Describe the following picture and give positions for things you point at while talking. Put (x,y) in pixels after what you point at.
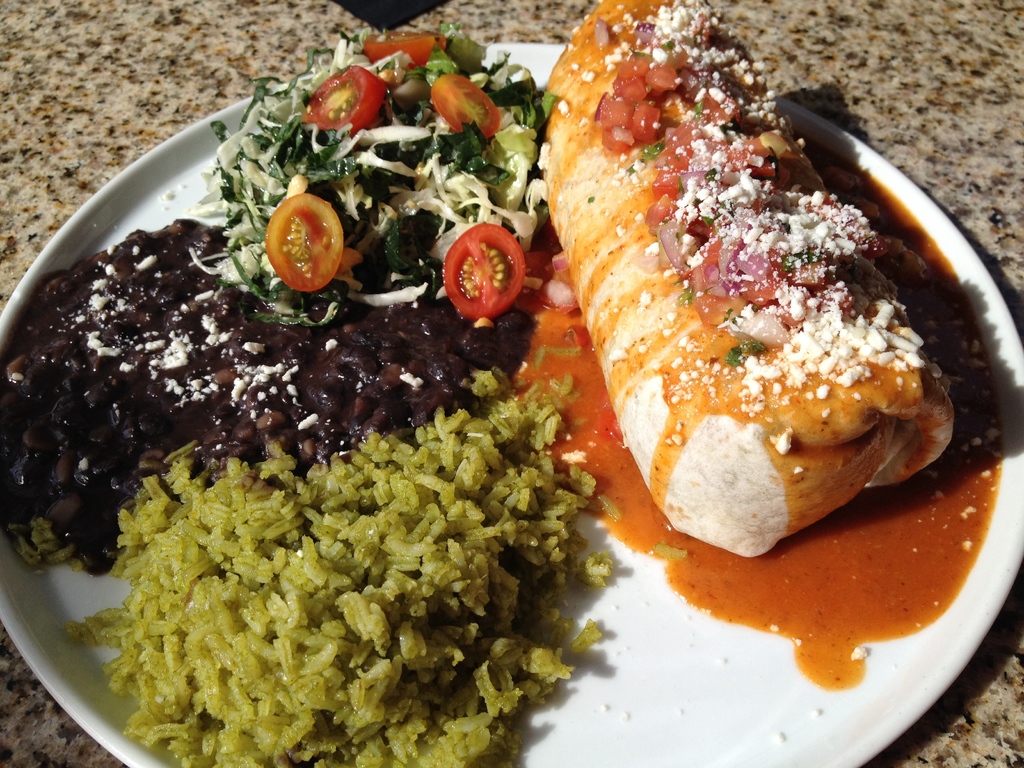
In this image, we can see some food items (183,400) is on the white plate (654,590). This plate (689,749) is placed on the surface (973,708).
